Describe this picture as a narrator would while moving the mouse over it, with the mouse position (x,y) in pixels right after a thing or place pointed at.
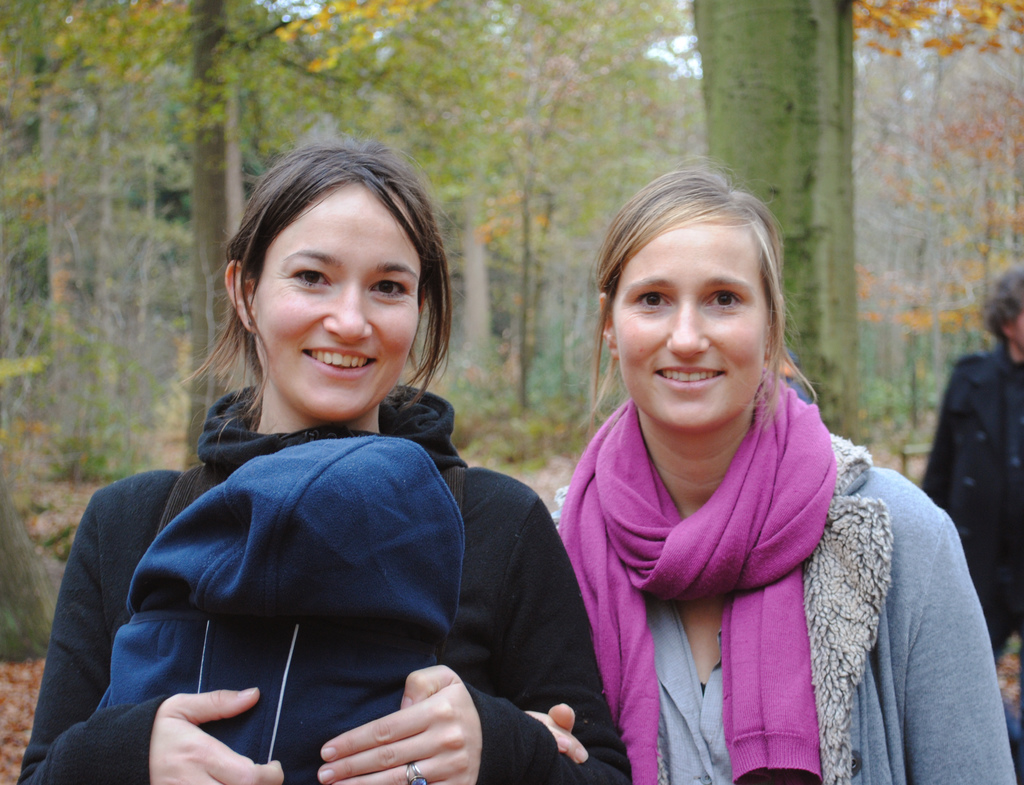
In the center of the image (665,334) we can see two ladies (633,343) are standing and wearing jackets (532,569) and a lady (391,251) is holding a jacket (330,632). In the background of the image (40,627) we can see the trees (968,28). On the right side of the image (998,521) we can see a person (962,454) is standing. In the bottom left corner (22,695) we can see the dry leaves (1,747).
